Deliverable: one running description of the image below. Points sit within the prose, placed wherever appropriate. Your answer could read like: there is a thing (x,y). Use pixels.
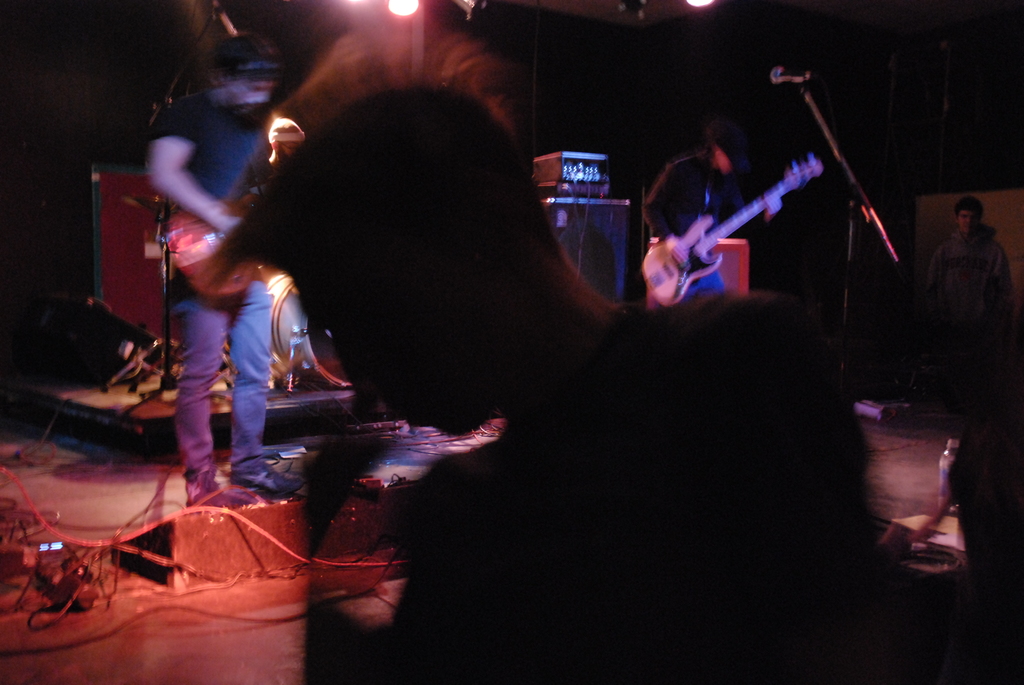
Here we see two men (236,227), standing and playing guitar (784,186) and we see a microphone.
